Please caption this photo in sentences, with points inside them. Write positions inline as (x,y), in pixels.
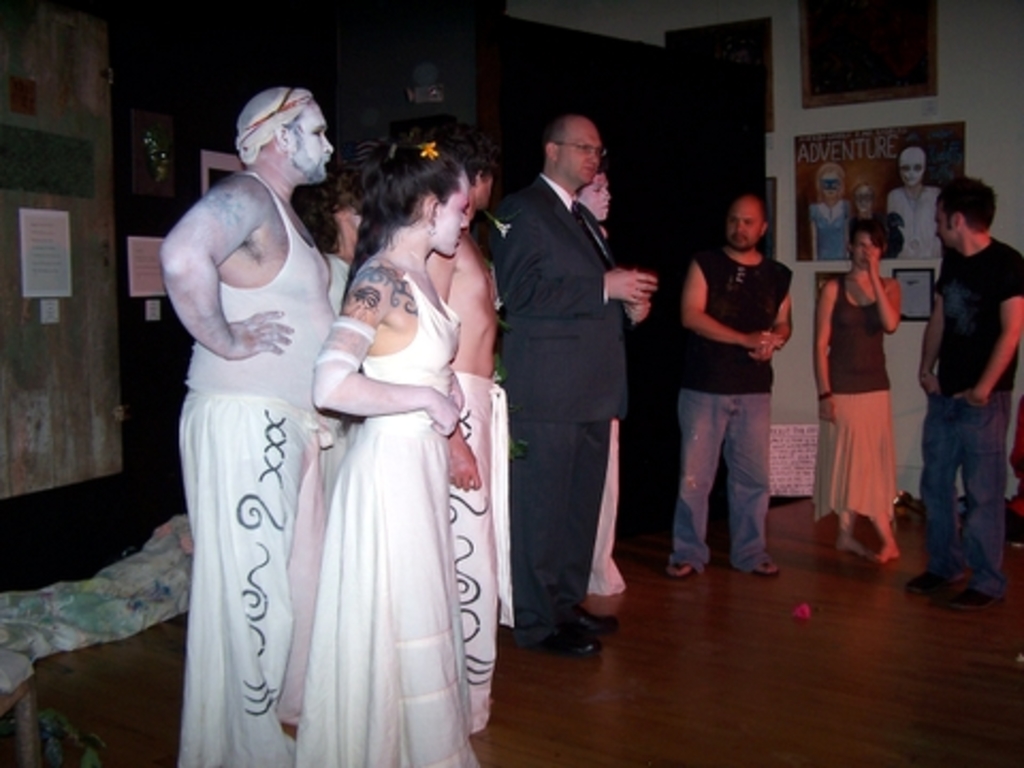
In this image there are people (577,523) standing on the floor (798,670). Behind them there is a chair (33,659) and there are some objects (6,602). In the background of the image (845,273) there are photo frames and posters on the wall (991,163).
